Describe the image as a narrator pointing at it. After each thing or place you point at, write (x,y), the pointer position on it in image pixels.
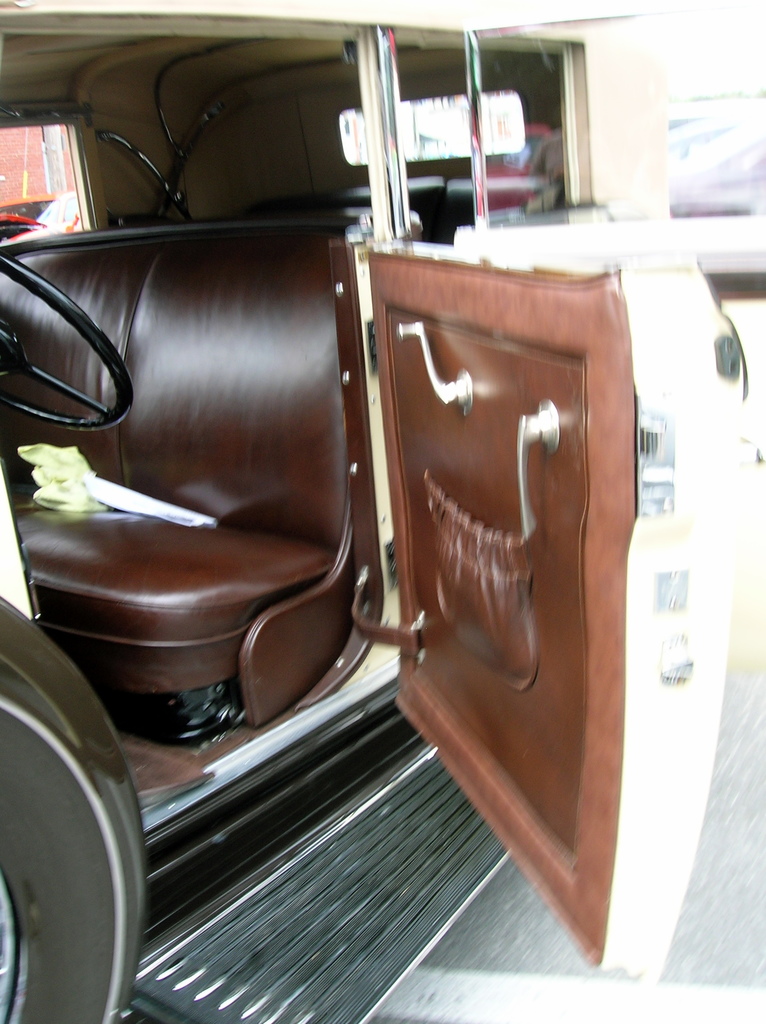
In this image we can see a vehicle (189,503), there is a steering (26,271), seat (328,558), and the background (17,195) is blurred.
